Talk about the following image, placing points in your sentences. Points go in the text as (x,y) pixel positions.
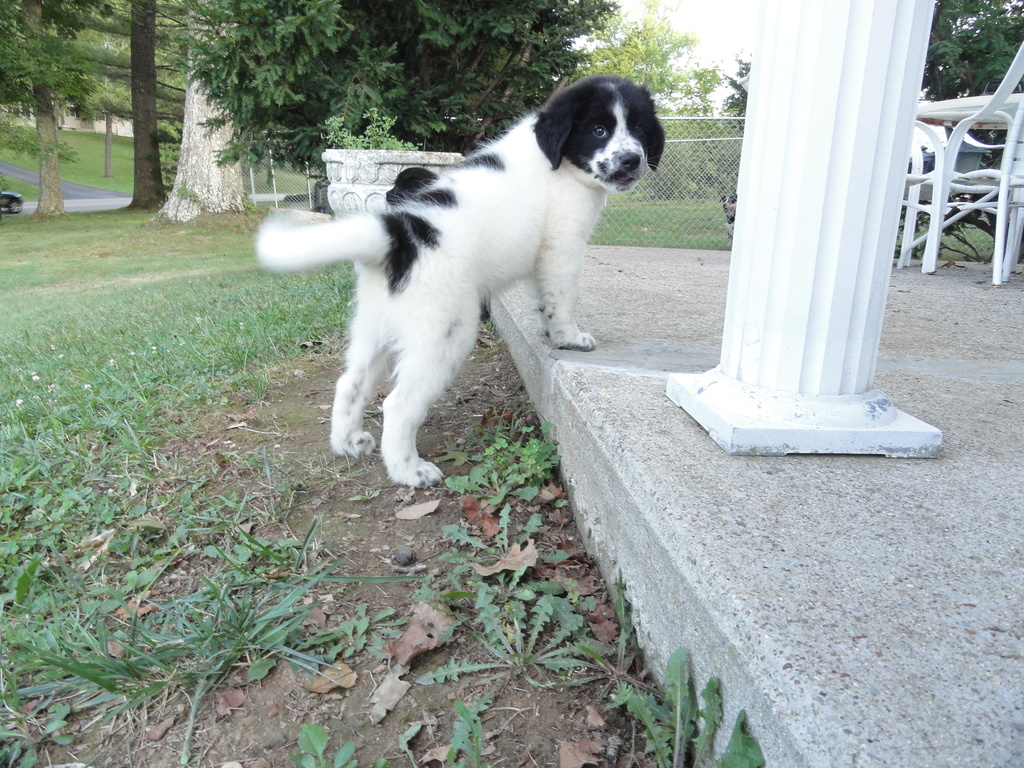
In this image I can see a white and black colour puppy (384,311) is standing in the front (506,234). On the right side of this image (816,215) I can see a white colour pillar (811,189), two chairs (913,178), a table (925,104) and fencing (721,132). I can also see an open ground (297,299), few roads (70,188), number of trees (53,188) and a vehicle (19,209) on the road (20,176).
